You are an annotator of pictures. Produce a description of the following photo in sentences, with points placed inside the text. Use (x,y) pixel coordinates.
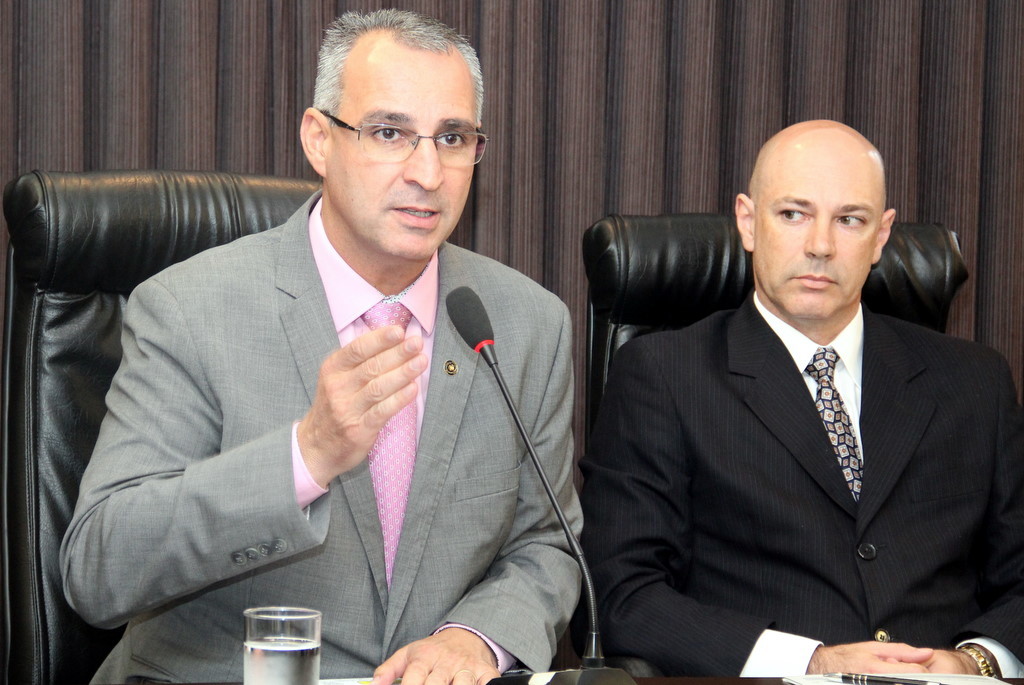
In this image we can see two persons (353,373) sitting on the chairs (636,289), there is a mic (593,633), a glass (286,652) with water (276,662) and a pen (877,680) in front of them and there is a wall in the background (586,75).
